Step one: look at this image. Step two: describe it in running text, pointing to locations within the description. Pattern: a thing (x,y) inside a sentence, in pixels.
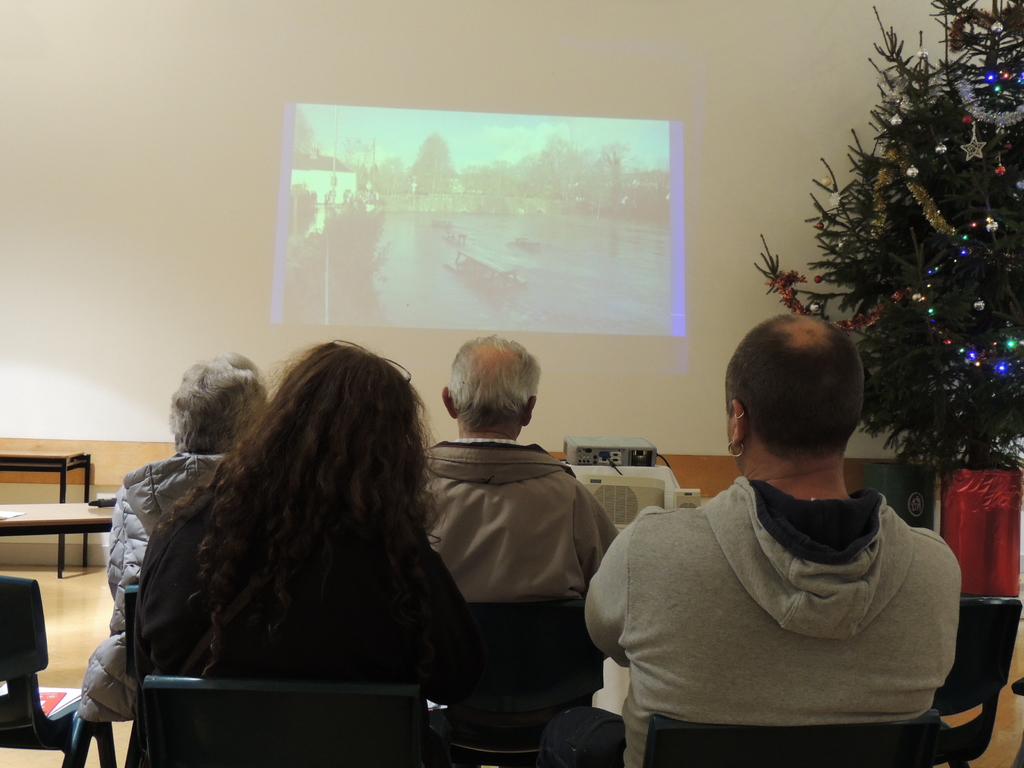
This picture is clicked inside the room (529,500). Here, we see four people (111,574) sitting on the chairs (238,693) and watching the movie (382,253), which is projected on the wall (555,412). In front of them, we see a projector (640,448). In the background (280,130), we see a white wall (245,253) on which movie (479,218) is projected. On the right side of the picture (890,246), we see a Christmas tree (936,450).
